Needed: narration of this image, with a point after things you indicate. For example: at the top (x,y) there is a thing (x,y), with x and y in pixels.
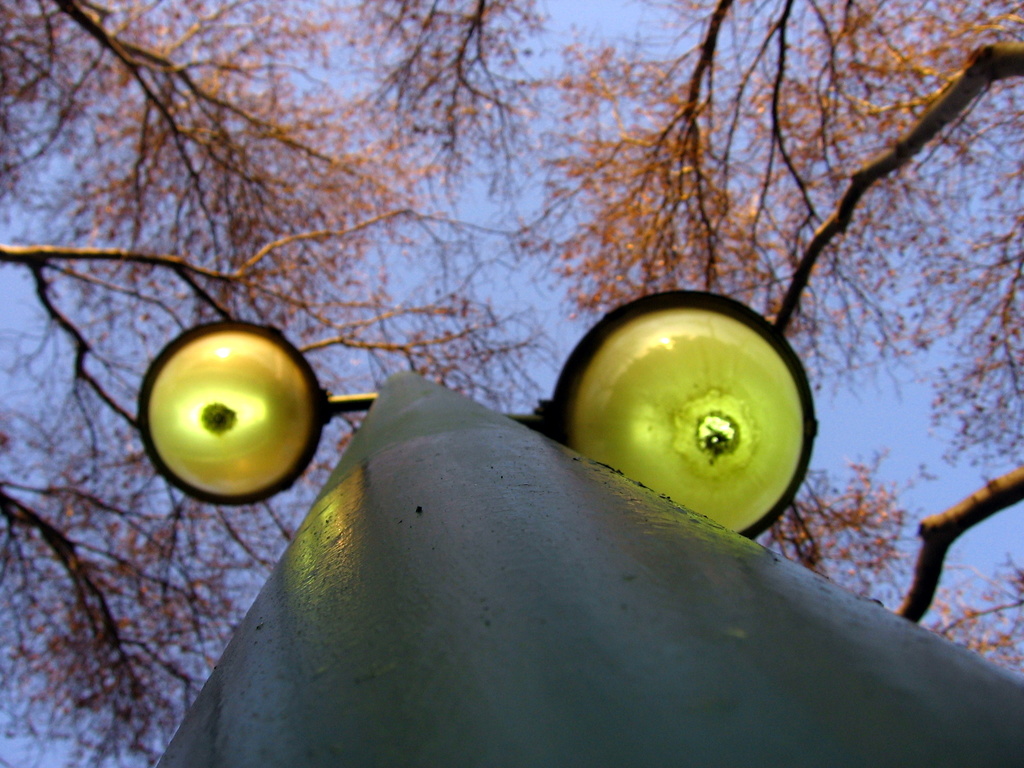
In this image I can see lights (637,467) on a pole (435,585). Here I can see trees (393,169) and the sky (507,152).
